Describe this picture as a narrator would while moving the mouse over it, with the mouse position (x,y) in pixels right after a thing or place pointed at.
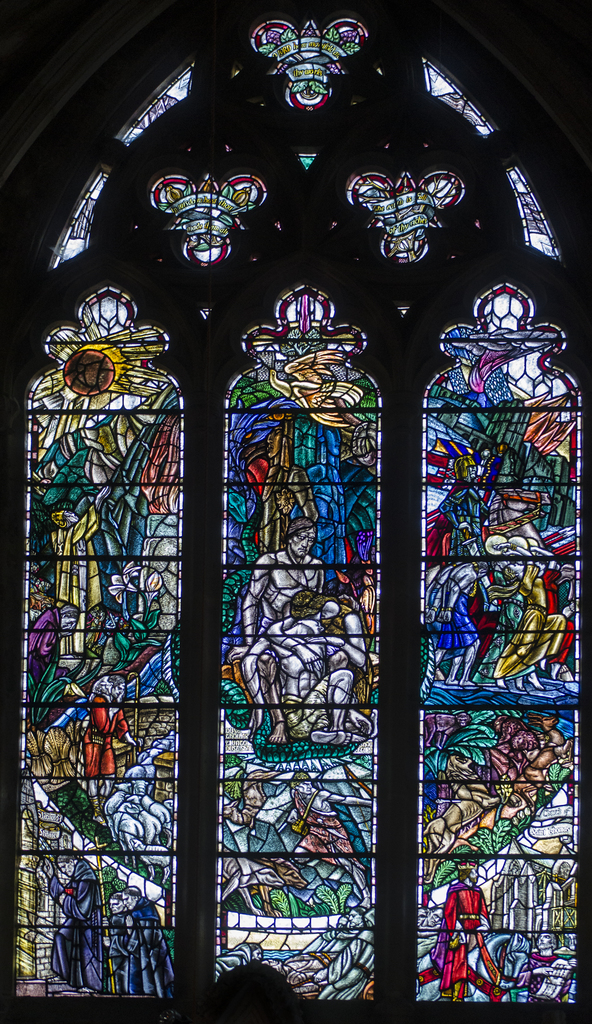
In this picture I can observe stained glass (290,576). I can observe blue, red, yellow and green colors on the glass (102,646).
